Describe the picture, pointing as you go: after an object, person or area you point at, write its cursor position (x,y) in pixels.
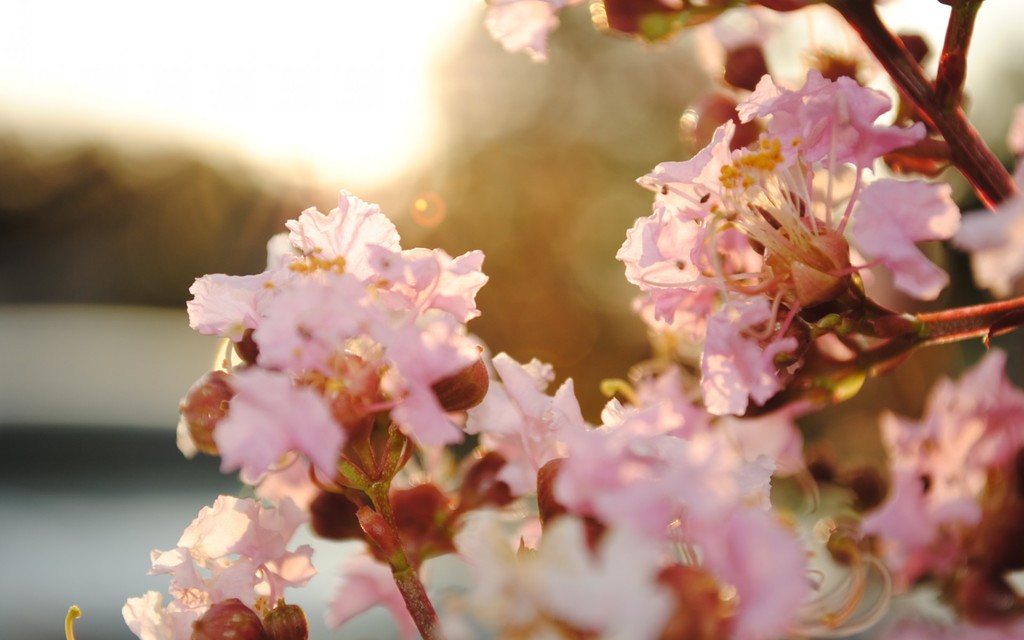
This image is taken outdoors. On the right side of the image (869,124) there is a plant (855,351) with beautiful flowers (501,393). Those flowers (636,449) are pink in color.
